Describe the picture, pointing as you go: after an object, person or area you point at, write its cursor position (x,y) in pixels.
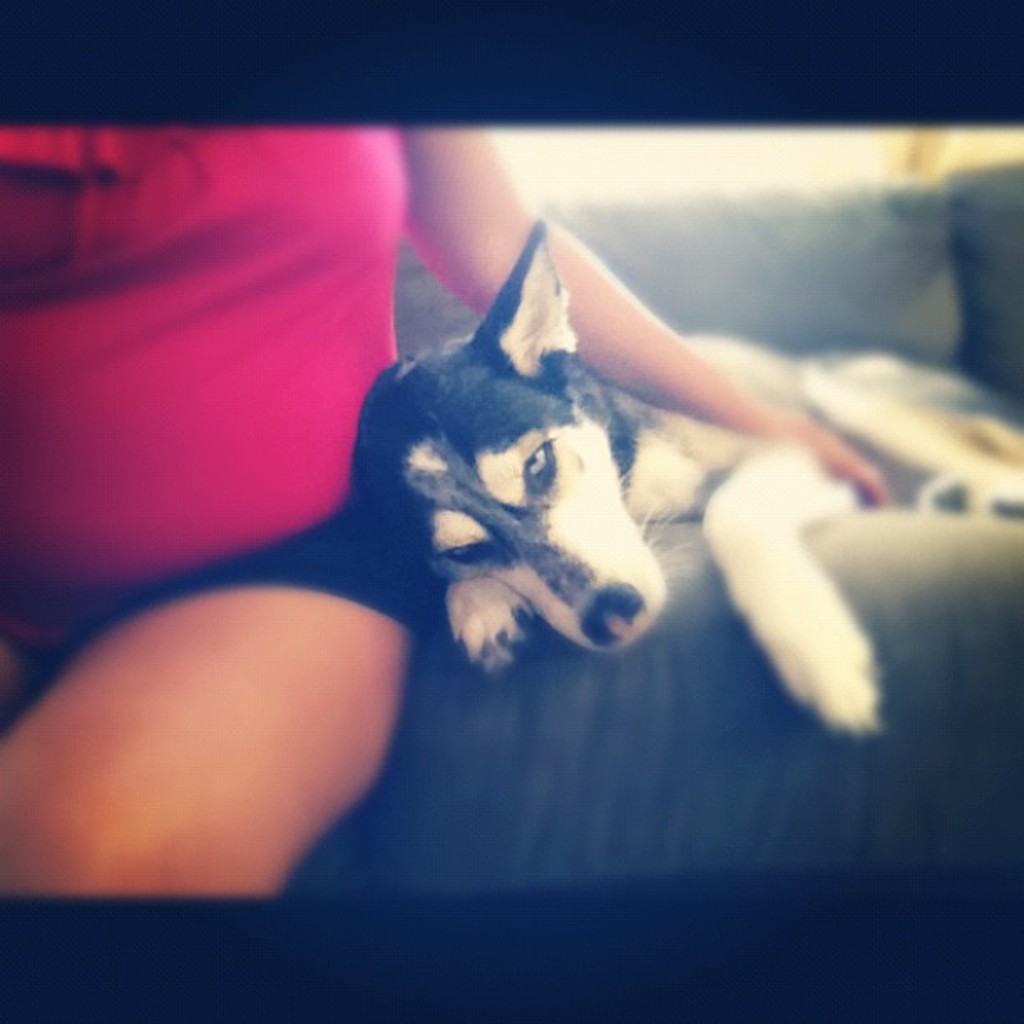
In this image I can see the person (120,400) wearing the pink and black color dress (237,562) and sitting on the couch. To the side I can see the dog (579,379) which is in white and black color. And there is a grey background.
